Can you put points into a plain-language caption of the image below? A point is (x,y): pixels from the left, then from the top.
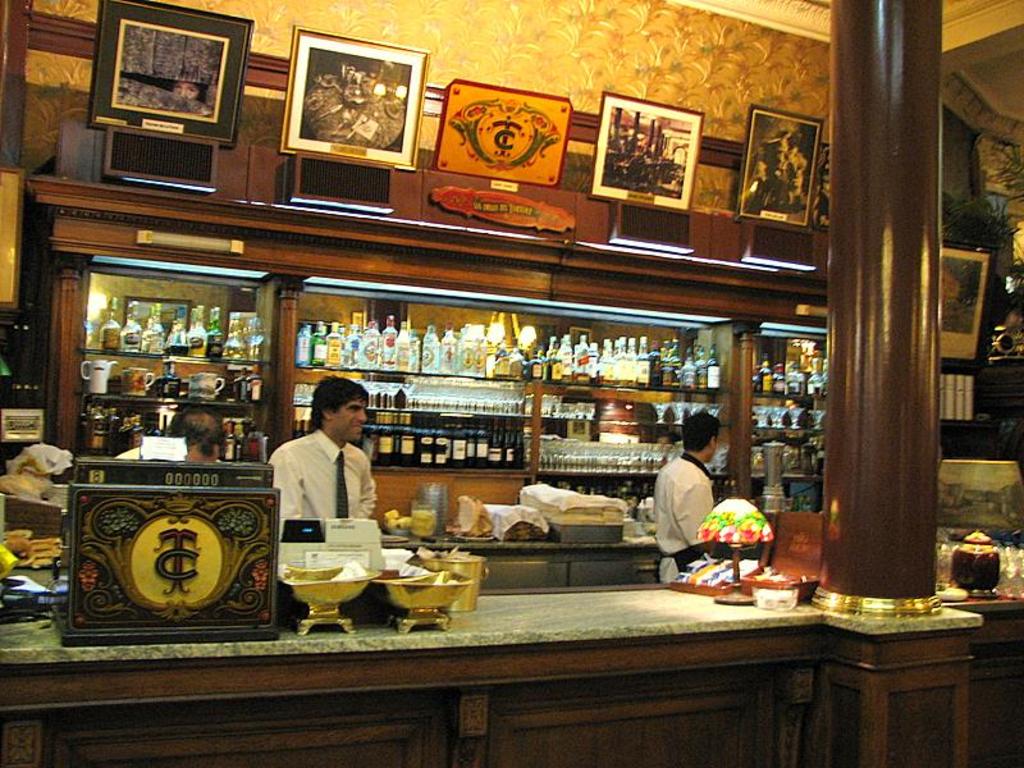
In this image there are two men (689,510) standing. In front of them there is a table (590,616). On the table (705,613) there are bowls (420,580), boxes (122,525) and glasses (939,553). Behind them there are bottles (550,359) and glasses (602,447) in the racks (709,395). At the top (174,52) there are picture frames (601,127) hanging on the wall (439,107). To the right (904,56) there is a pillar (902,329).
